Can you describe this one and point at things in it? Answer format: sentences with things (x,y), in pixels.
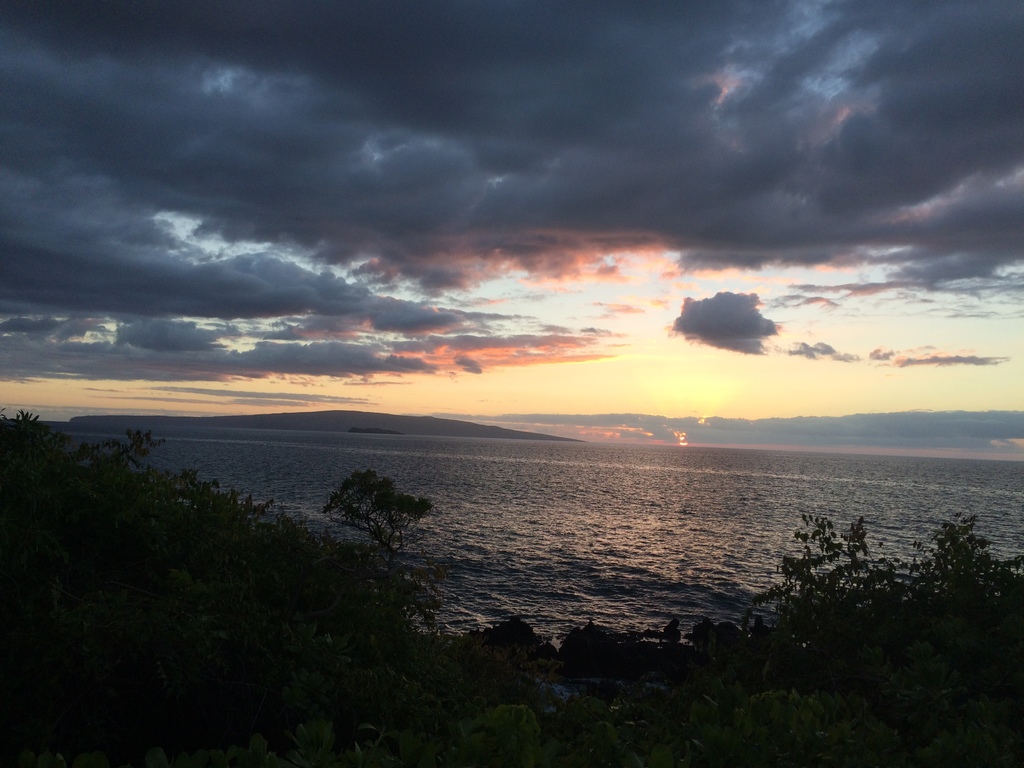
In the picture I can see few trees (424,675) and water (593,501) and the sky (462,201) is cloudy.
